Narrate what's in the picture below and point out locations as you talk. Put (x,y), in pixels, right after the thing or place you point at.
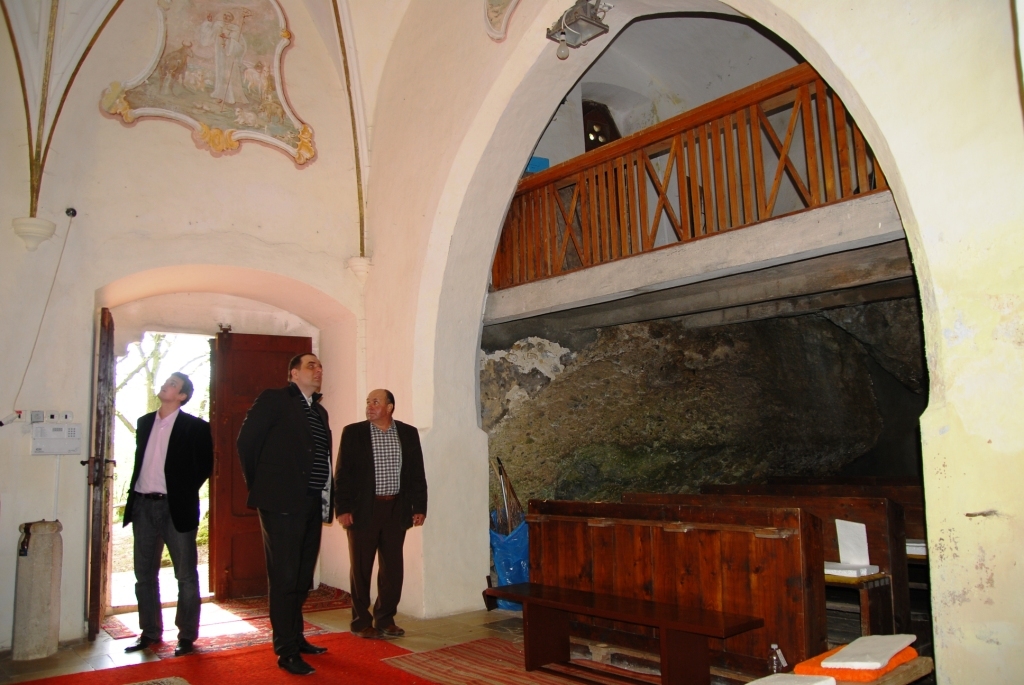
In the given image i can see a arch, fence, wooden object (889,619), people (362,459), door (226,534), floor mat (195,645) and some other objects (51,426).
